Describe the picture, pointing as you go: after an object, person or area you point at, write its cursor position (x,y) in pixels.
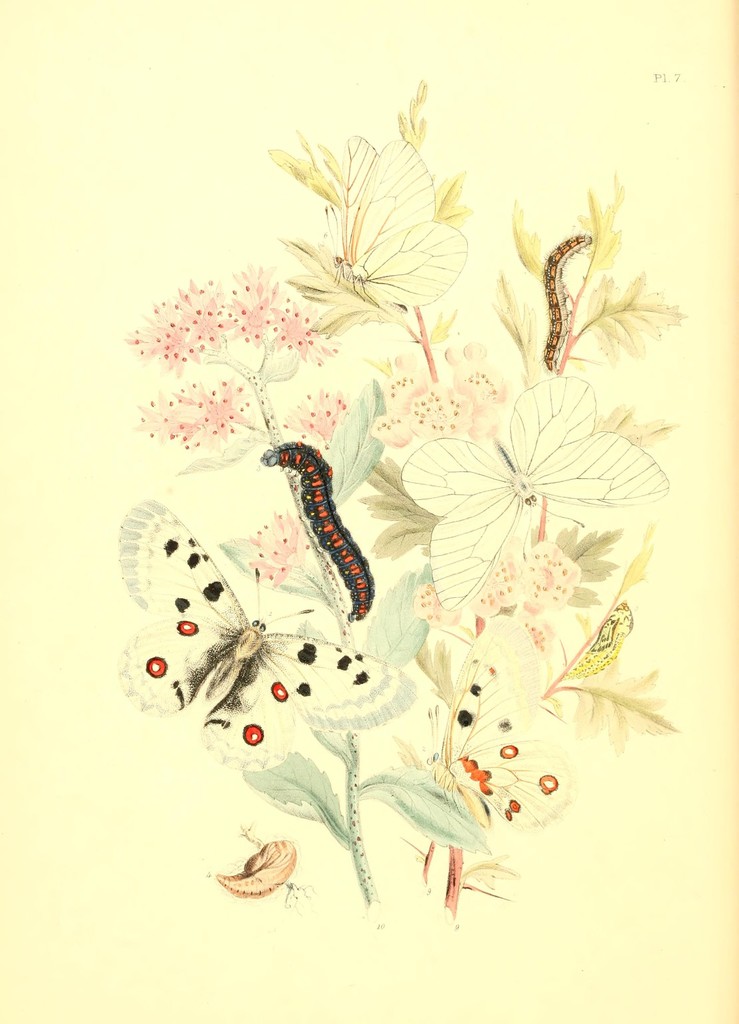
In this picture we can see an art (362,497).
